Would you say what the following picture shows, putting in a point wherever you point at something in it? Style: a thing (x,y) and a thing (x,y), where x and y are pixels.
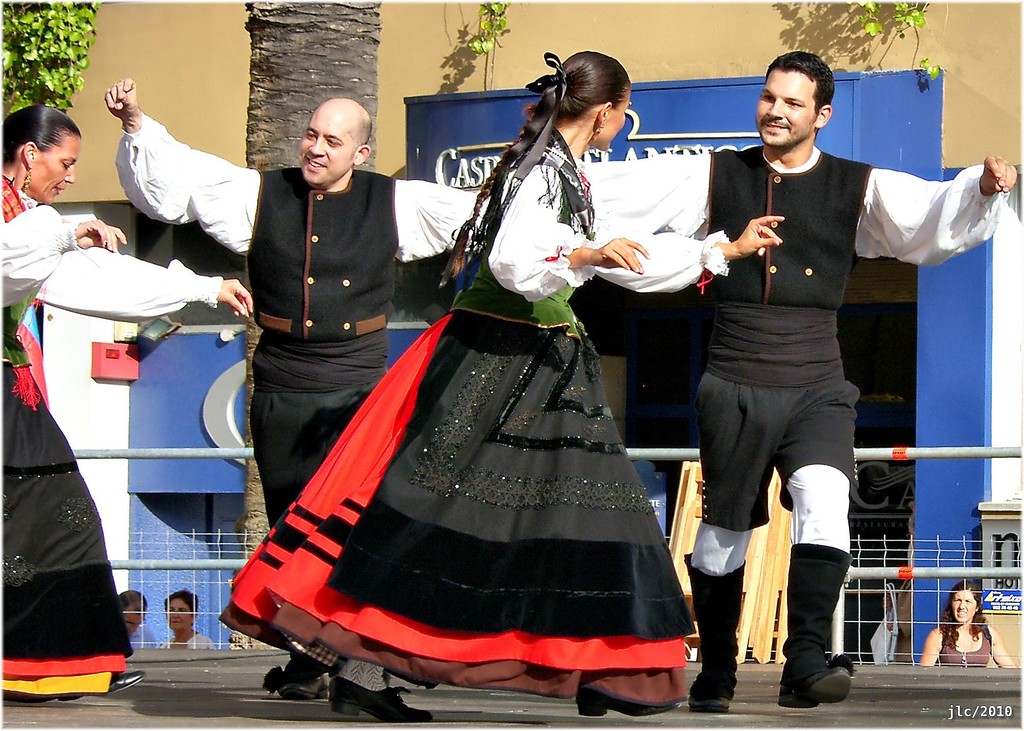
In this picture I can see people (434,348) dancing on the floor (196,668). I can see the tree (260,54). I can see the metal grill fence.
